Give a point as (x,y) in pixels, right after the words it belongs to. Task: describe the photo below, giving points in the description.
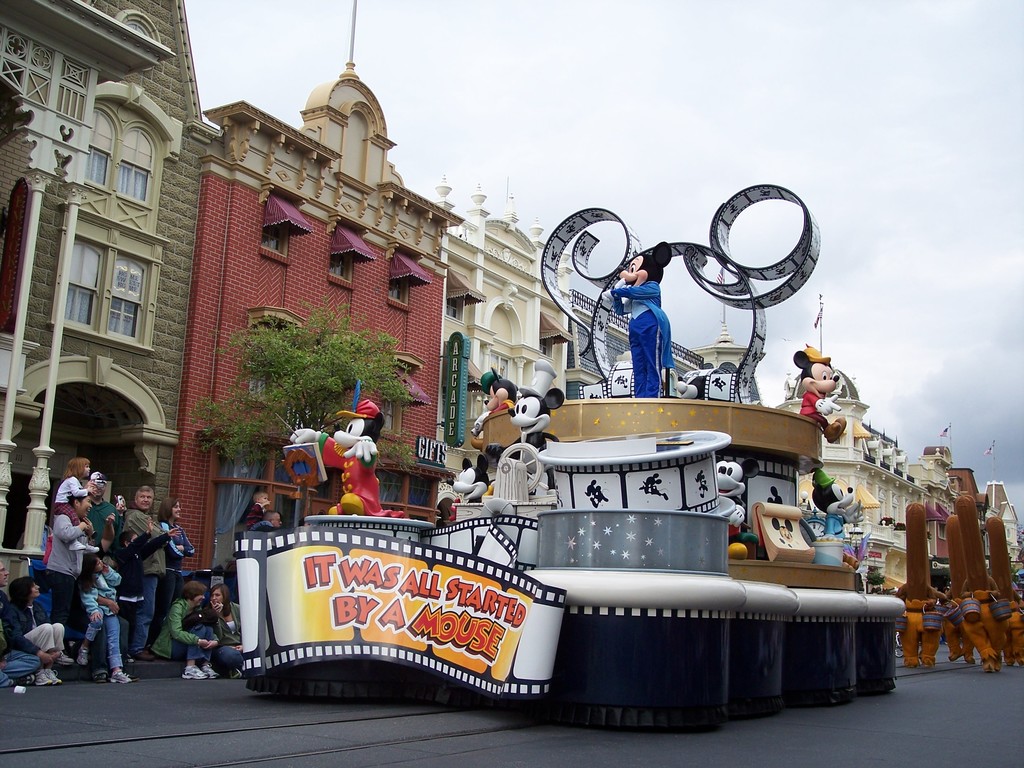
In this image we can see the stage (512,679) on the road (603,735) containing some cartoons (831,510) like mickey mouse's (720,487), drums (649,464) and some text (384,627) on it. On the left side (192,666) we can see a group of people (165,640) on the road (137,691). In that some are holding the cell phones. On the right side (993,660) we can see some people (907,662) wearing costumes (906,649) holding the buckets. On the backside (193,392) we can see some buildings (179,344) with windows (457,308), a tree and the sky (609,228) which looks cloudy.
